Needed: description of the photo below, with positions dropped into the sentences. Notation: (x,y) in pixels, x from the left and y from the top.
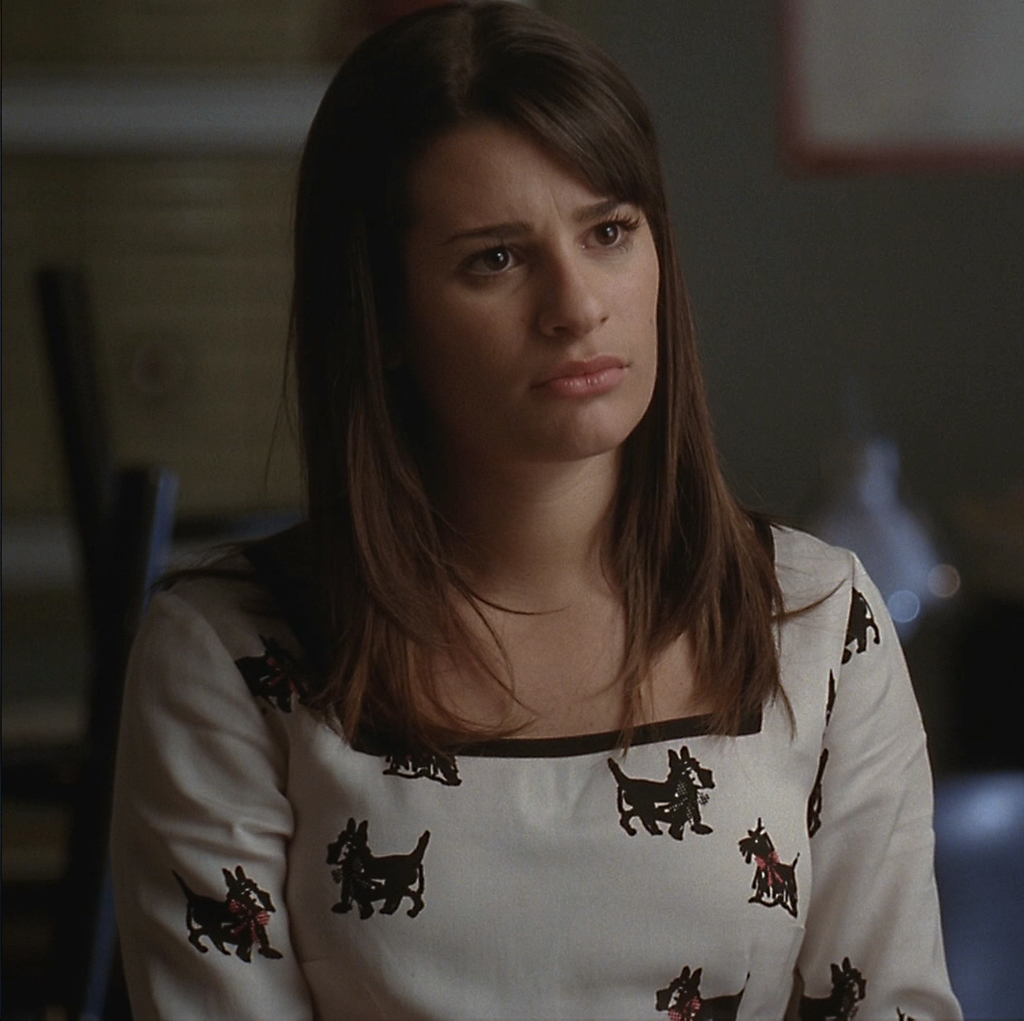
In this image there is a girl (472,788) who is wearing the white dress (421,877). In the background (161,515) there is a chair (107,523), Beside the chair (88,430) there is a wall (232,122). On the right side (838,105) there is a frame (802,73) which is attached to the wall (670,93).
